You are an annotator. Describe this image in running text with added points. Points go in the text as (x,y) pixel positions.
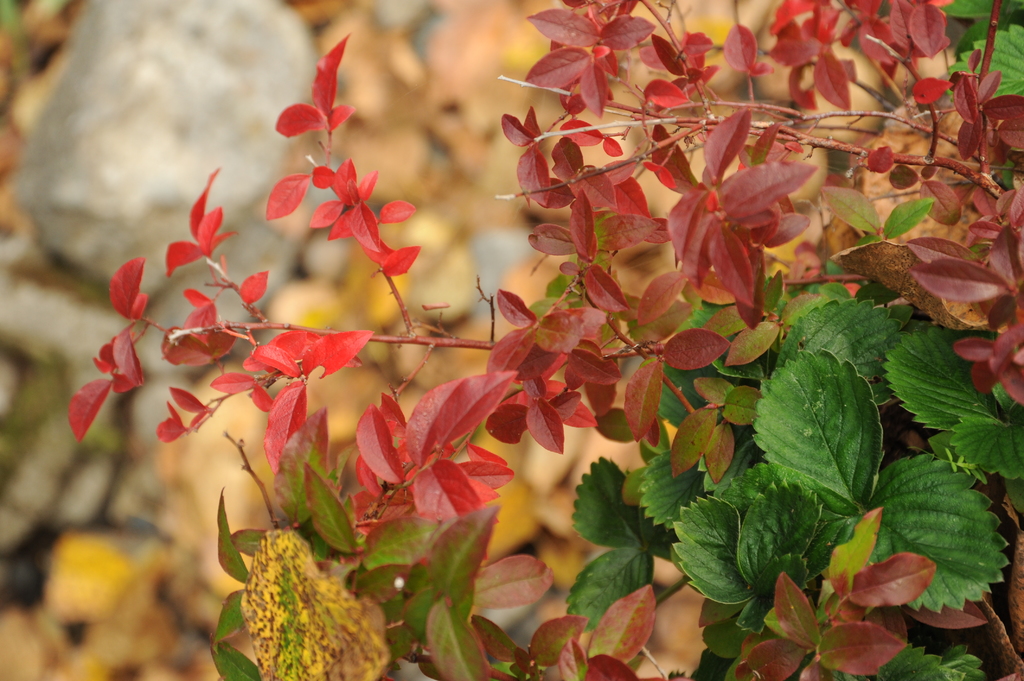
In the image there are plants (818,286) all over the land (402,398), on the left side (203,160) background (174,111) there is a rock (133,201).
